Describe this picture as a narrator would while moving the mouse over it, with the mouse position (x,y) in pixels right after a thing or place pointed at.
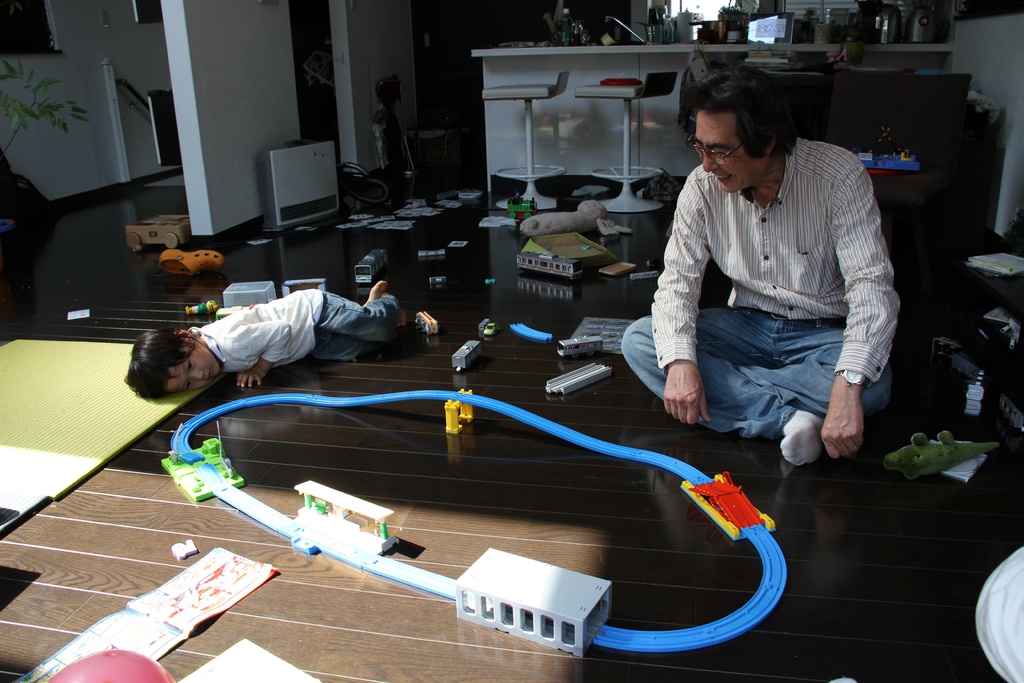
There are many objects (587,197) left over on the floor (457,268) and toy trains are lying near the track (205,479), a kid (275,359) is lying on the floor (304,357) and watching the game beside him a man (756,279) is sitting on the floor (863,463) he is smiling and behind him there is a table (490,102) and there are two chairs (641,96) in front of the table (598,124) and many other objects (720,38) are kept upon the table (507,60), on the left side (23,58) there is a wall (178,106).
